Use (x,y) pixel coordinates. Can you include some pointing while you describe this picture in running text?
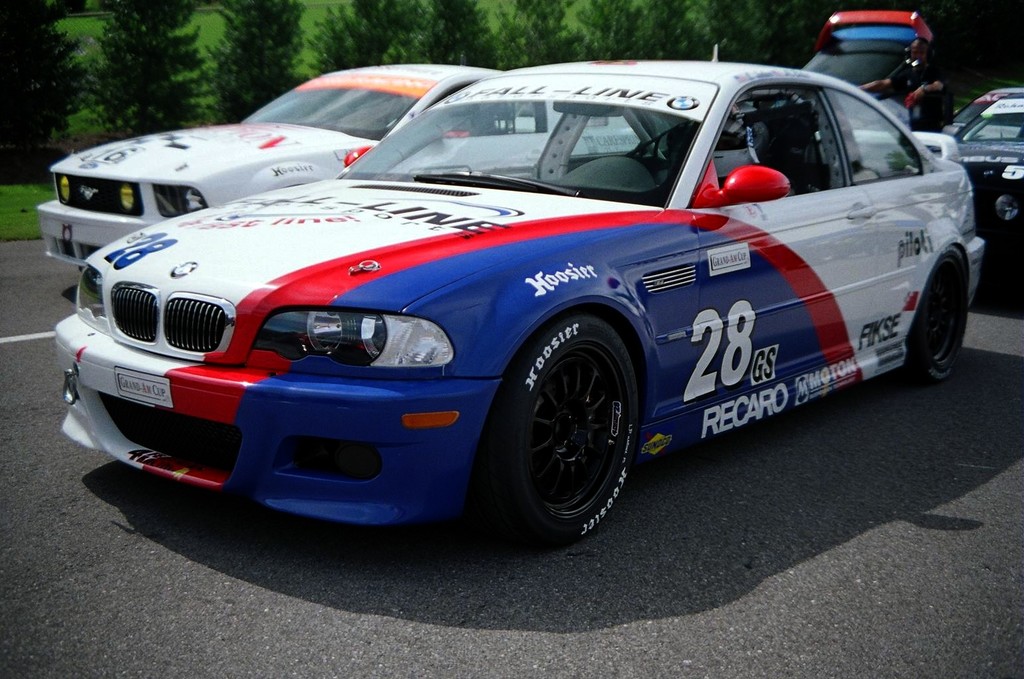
In this picture we can observe some cars (674,210) on the road (114,573). We can observe blue, red and white color car (454,318) here. In the background (218,70) there are trees (51,67).
